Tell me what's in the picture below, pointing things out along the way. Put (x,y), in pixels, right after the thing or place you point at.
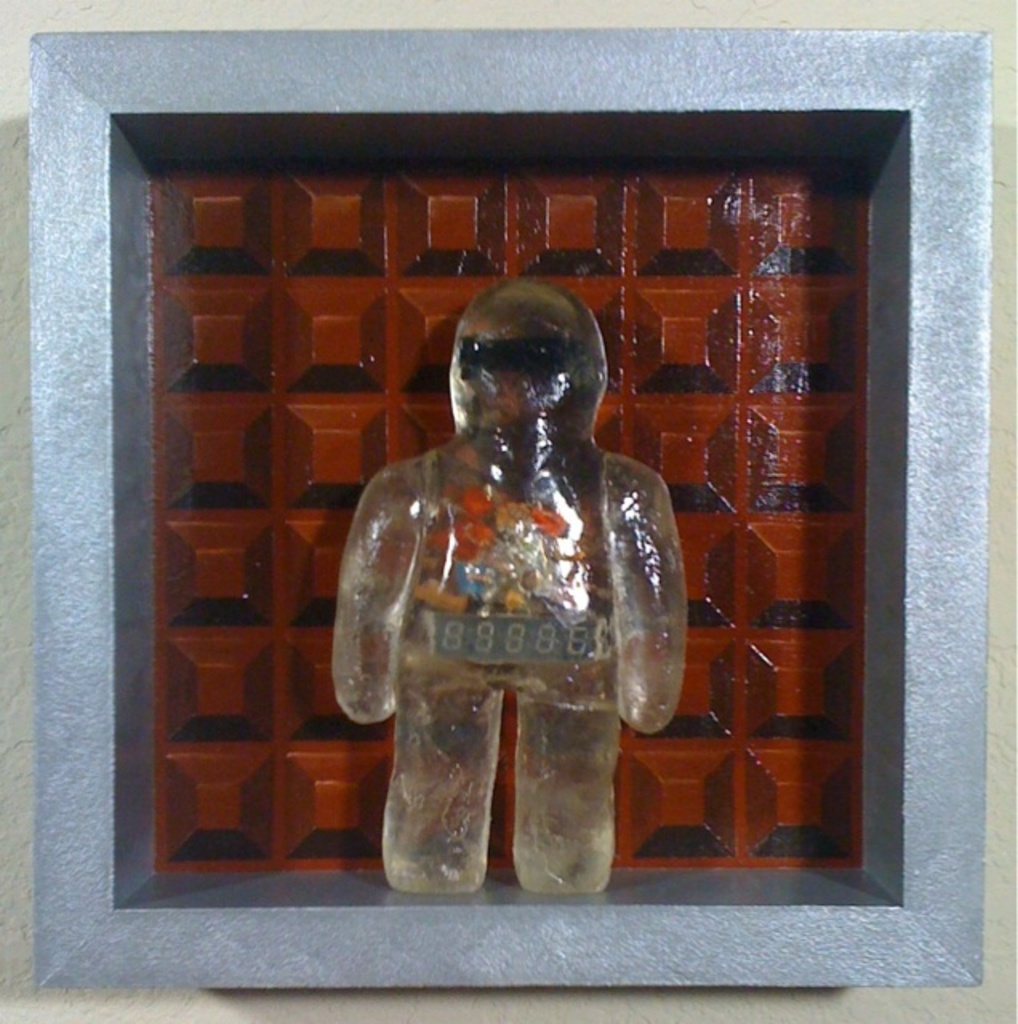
Here in this picture we can see a jelly (513,531). which is in the form of a person (399,649) present in the box (355,815) over there.
